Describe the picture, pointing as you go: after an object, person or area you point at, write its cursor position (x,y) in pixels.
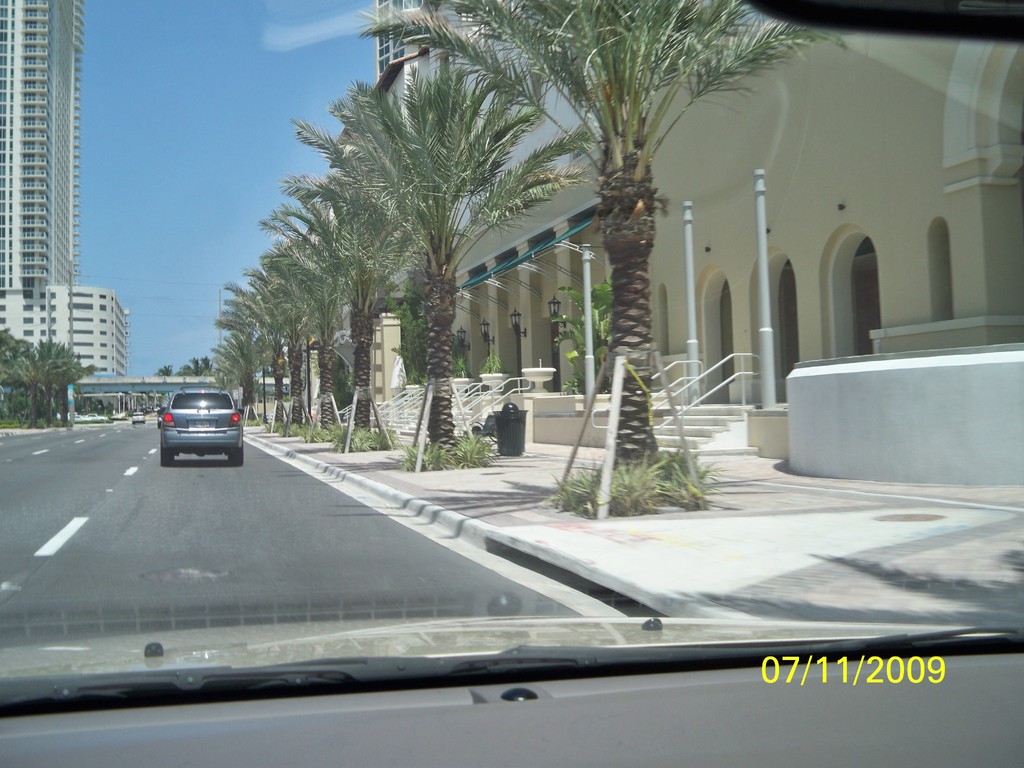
In this picture we can see cars (180,656) on the road (126,513), trees (294,379), buildings (57,153), bridge (135,382), poles (577,442), bin (511,407), steps (712,417) and in the background (215,249) we can see the sky (252,176).
